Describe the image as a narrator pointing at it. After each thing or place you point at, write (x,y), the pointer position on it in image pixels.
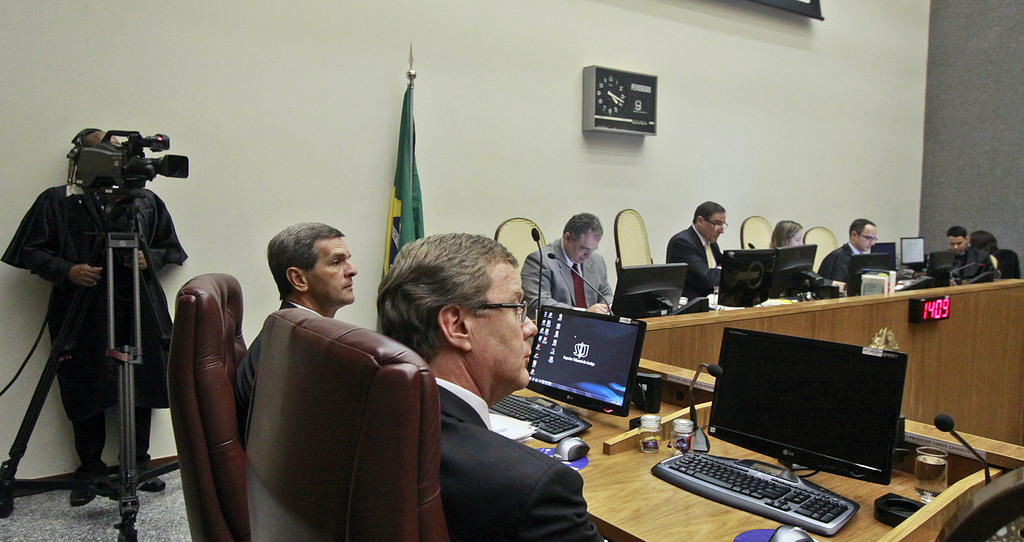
In this image I can see many people (494,249) are sitting on the chairs (627,253) and there are many systems (623,273) on the table (752,455), on the left side (129,237) I can see a video recorder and a stand (76,312) and in the middle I can see watch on the wall (671,115).
